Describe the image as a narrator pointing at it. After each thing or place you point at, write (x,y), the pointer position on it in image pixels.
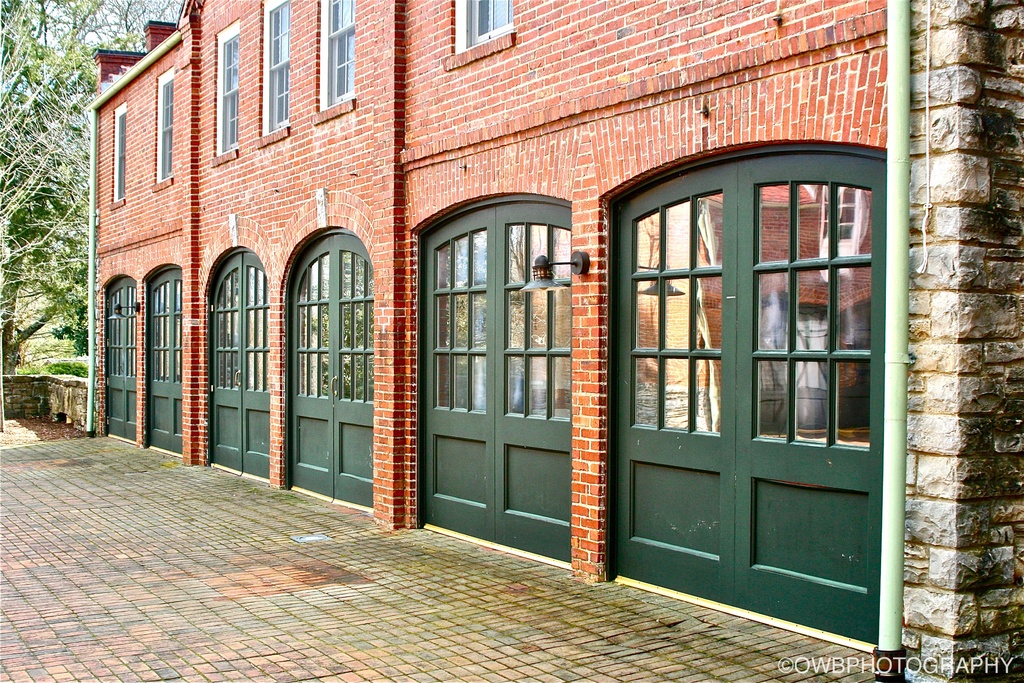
This image is taken outdoors. At the bottom of the image (97,582) there is a floor (93,560). On the right side of the image (888,432) there is a building (458,264) with a few walls (286,195), windows (488,19), doors (167,327), lamps (549,270) and a roof (153,50). On the left side of the image (10,182) there is a tree (62,225).
